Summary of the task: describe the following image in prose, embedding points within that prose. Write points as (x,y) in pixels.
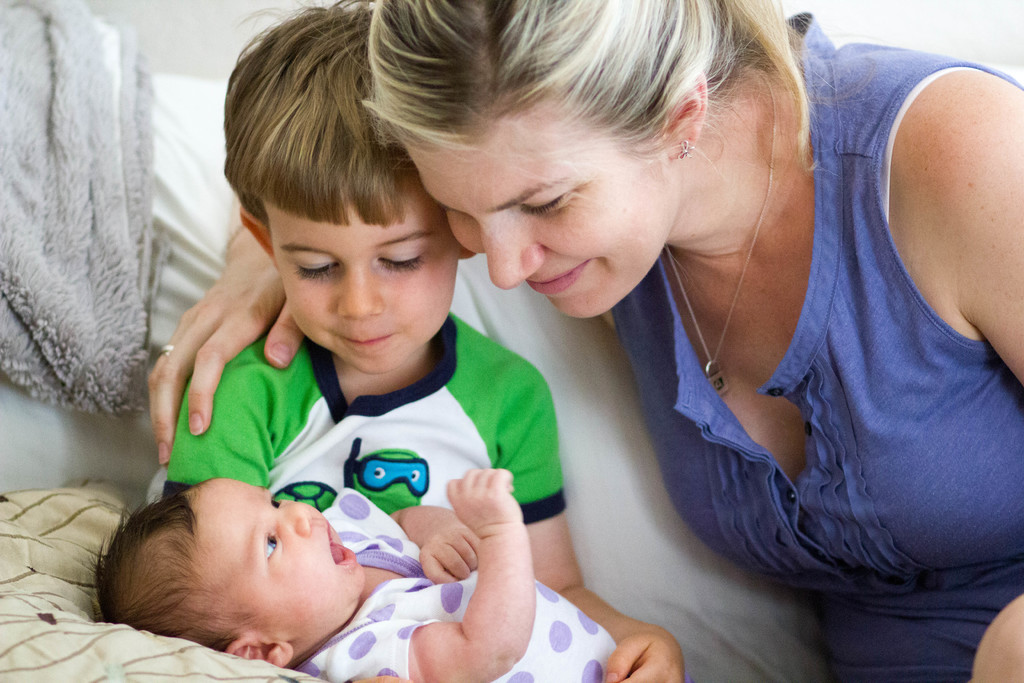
In this picture I can see a woman (745,228) and I can see a boy (349,402) holding a baby (476,558) and I can see a cloth (40,178) on the left side (9,136) and looks like a pillow (95,617) on the bottom left corner (92,624).
